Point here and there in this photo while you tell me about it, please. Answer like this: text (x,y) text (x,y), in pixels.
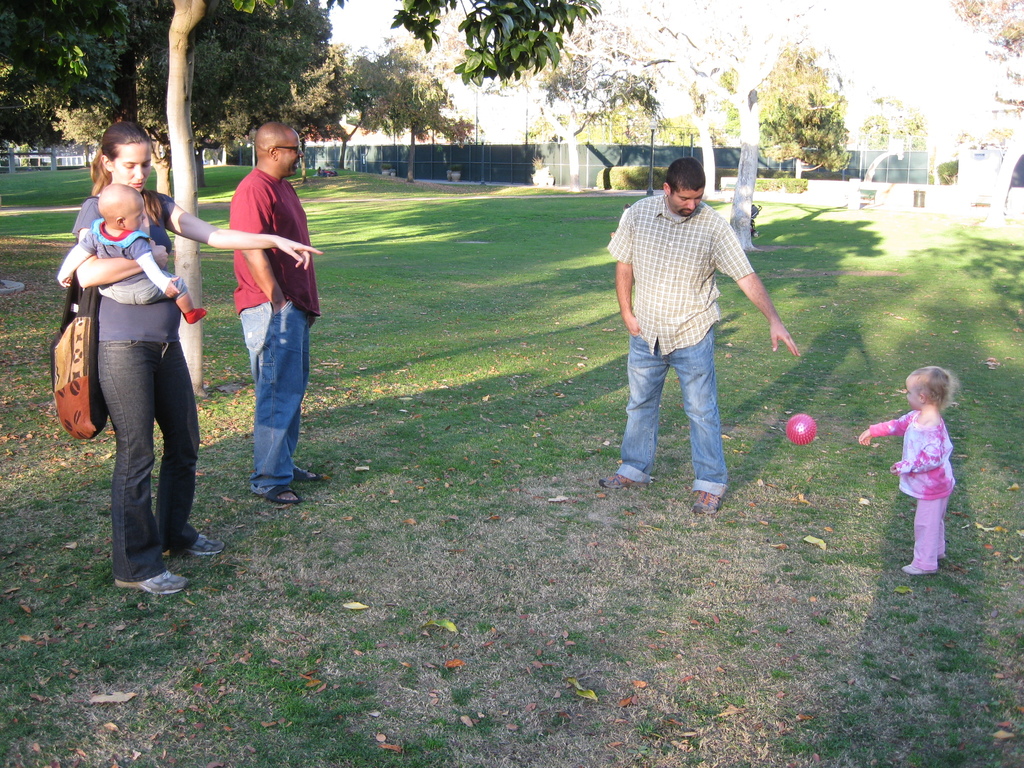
This picture describes about group of people (666,216), they are standing on the grass (598,510), on the left side of the image (172,203) we can see a woman (193,231), she wore a bag (76,354), in the background (239,68) we can see few trees (499,74).
